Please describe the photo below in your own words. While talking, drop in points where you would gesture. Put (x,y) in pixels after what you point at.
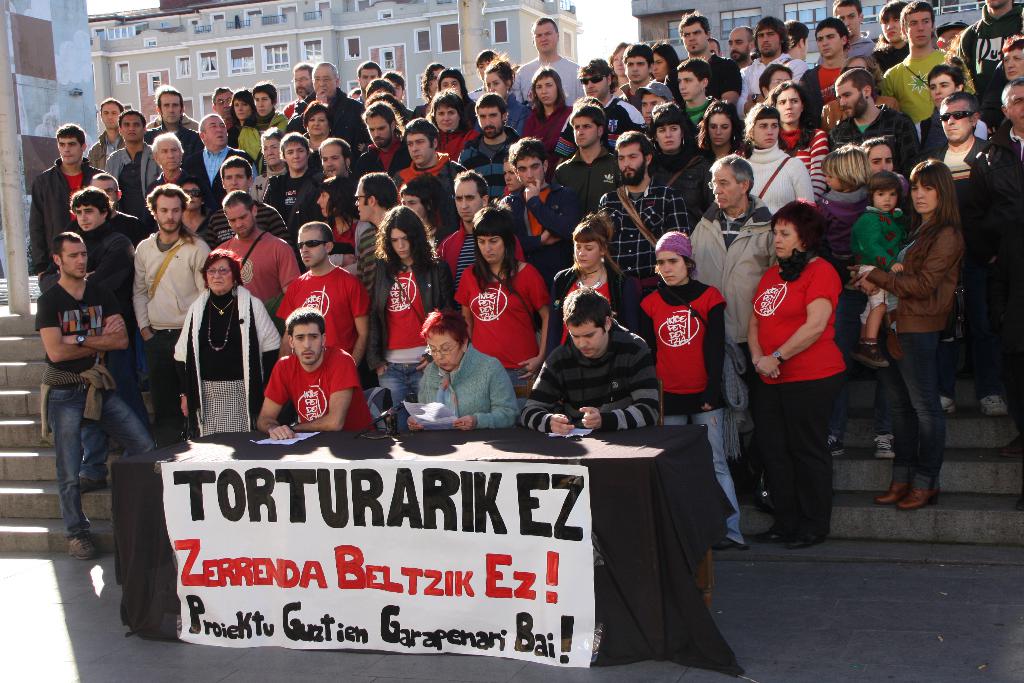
In this image, I can see a group of people (217,360) standing. This is a table (195,456) covered with a cloth (624,581). I can see three people (542,398) sitting. This looks like a banner (284,520). In the background (124,58), I can see the buildings (375,28) with the windows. These are the stairs (15,361).
